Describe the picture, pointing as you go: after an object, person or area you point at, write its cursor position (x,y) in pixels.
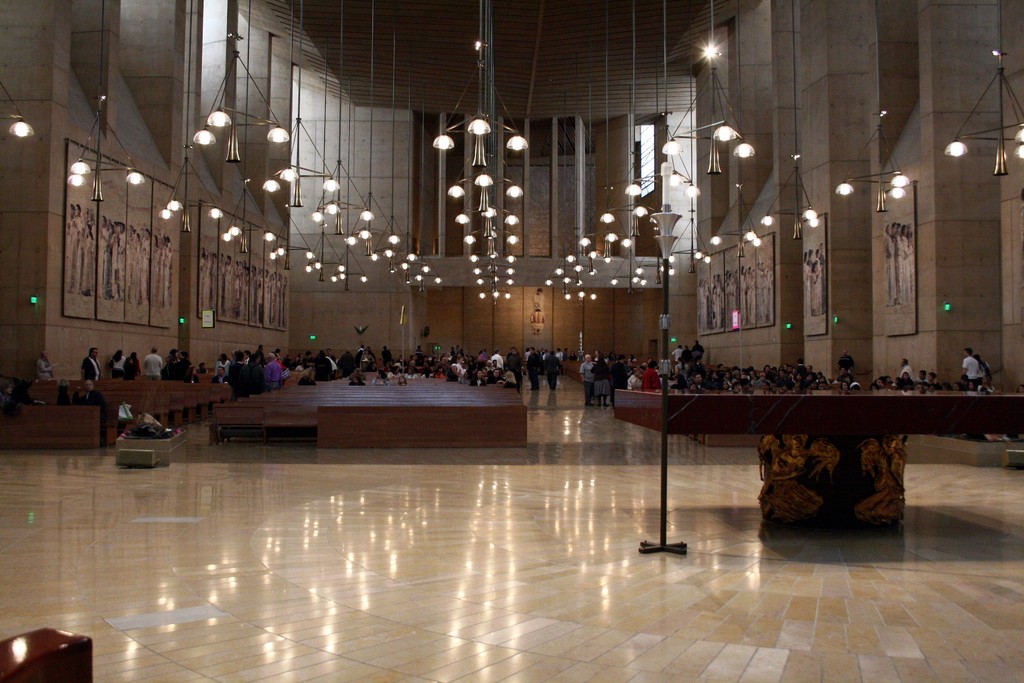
In this image we can see persons (745,366), lights (36,301), frames (83,236), floor (488,513), tables (775,443), benches (292,405) and wall (465,245).
